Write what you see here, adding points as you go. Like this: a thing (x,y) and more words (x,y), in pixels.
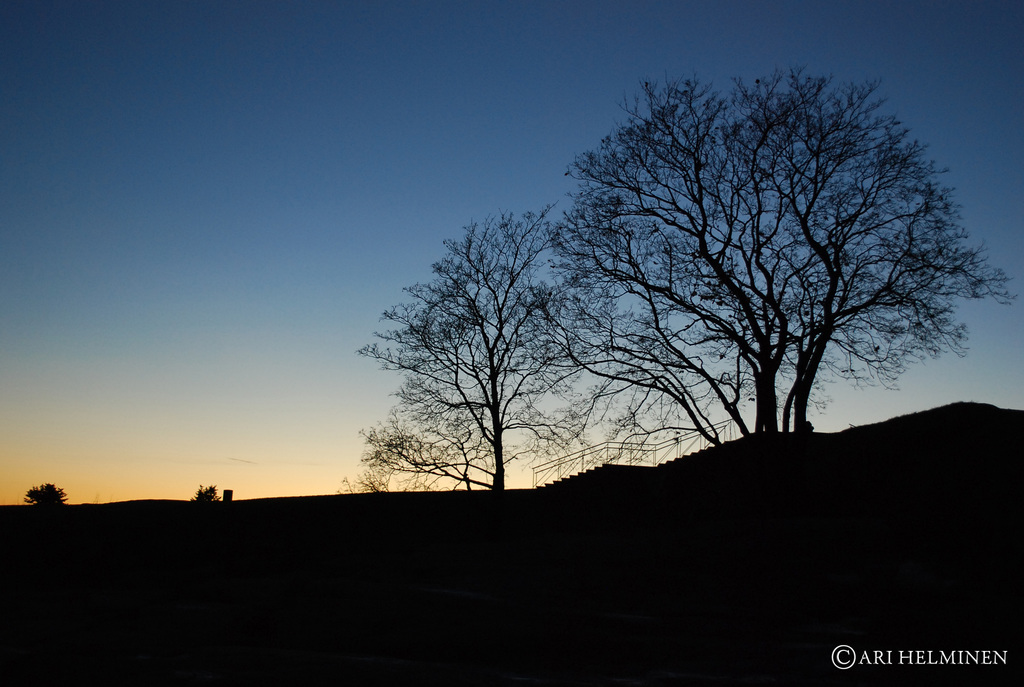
In the image there are trees (821,257) on the land (577,494) with steps (733,447) on the right side (726,423) and above its sky (300,191).
